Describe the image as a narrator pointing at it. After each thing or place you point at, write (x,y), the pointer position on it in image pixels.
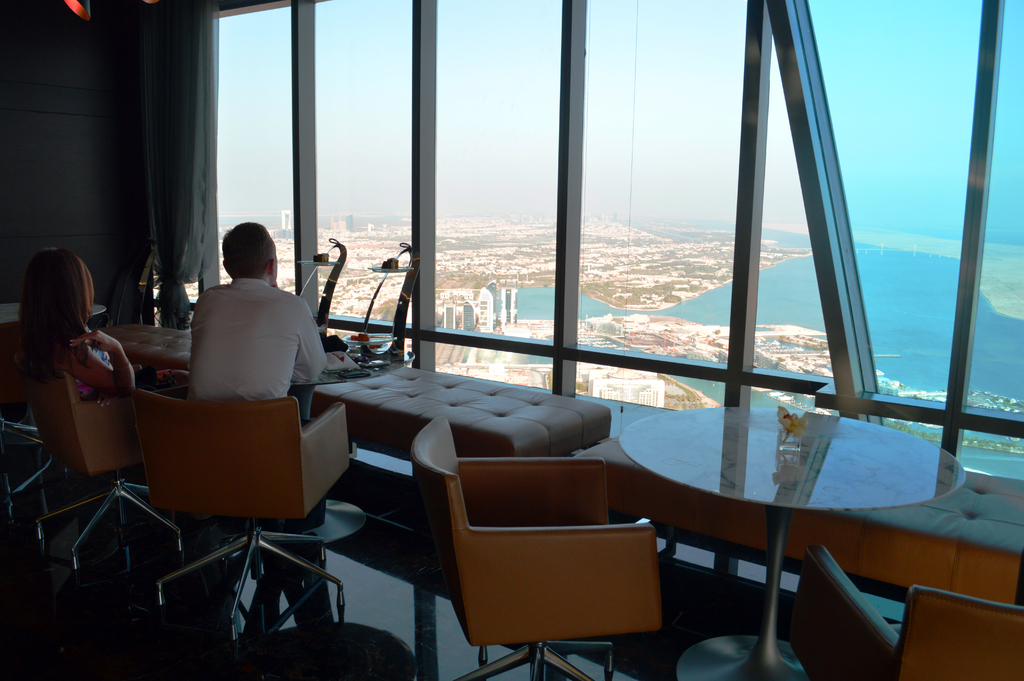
This is the picture inside of the room (26,574). There are two persons (197,320) sitting on the chair (221,420). At the left (168,127) there is a curtain (170,153) and at the back (610,217) there is a window (558,240) and there is a flower vase (797,444) on the table (803,462). At the back (77,14) there are lights (64,2). There is a water (782,271), buildings (481,258), trees (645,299) outside of the window (595,257). At the top (641,78) there is a sky (829,78).
